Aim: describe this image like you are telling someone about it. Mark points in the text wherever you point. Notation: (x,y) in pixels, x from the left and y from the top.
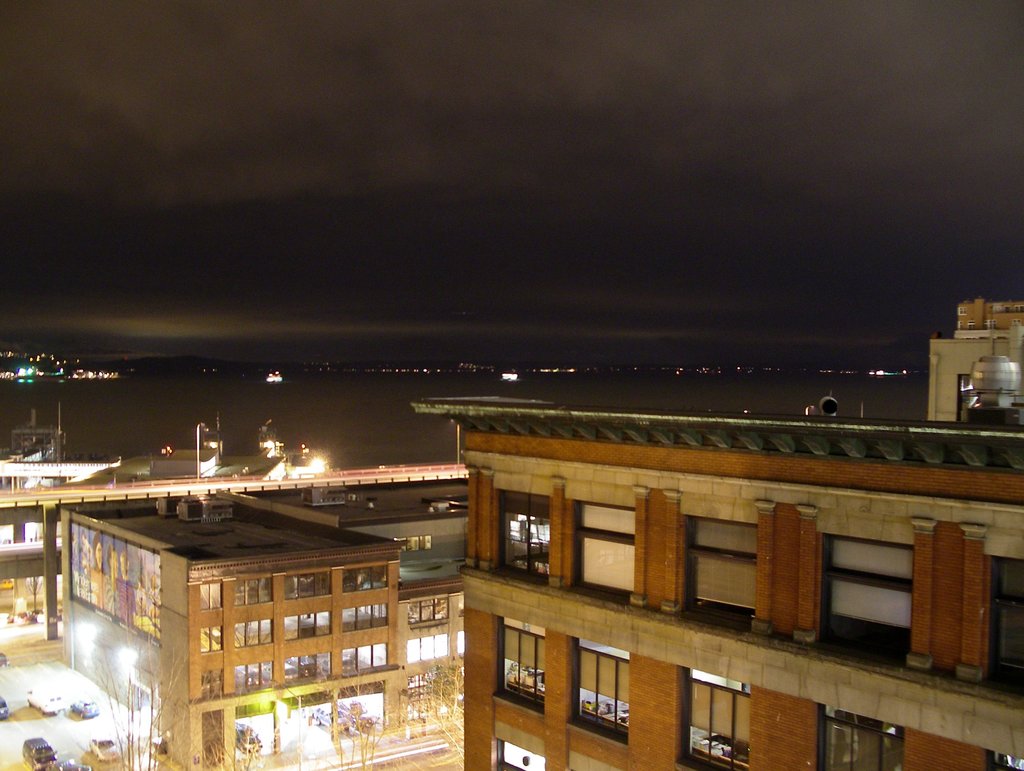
This is an aerial view image of a town (232,476), there are buildings (308,552) with many windows (536,626) all over it, on the left side (128,491) there are many vehicles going on the road (163,485) and lights (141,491) illuminating inside the building (313,591) and above its sky (507,189) with clouds (301,193), this is clicked at night time.
